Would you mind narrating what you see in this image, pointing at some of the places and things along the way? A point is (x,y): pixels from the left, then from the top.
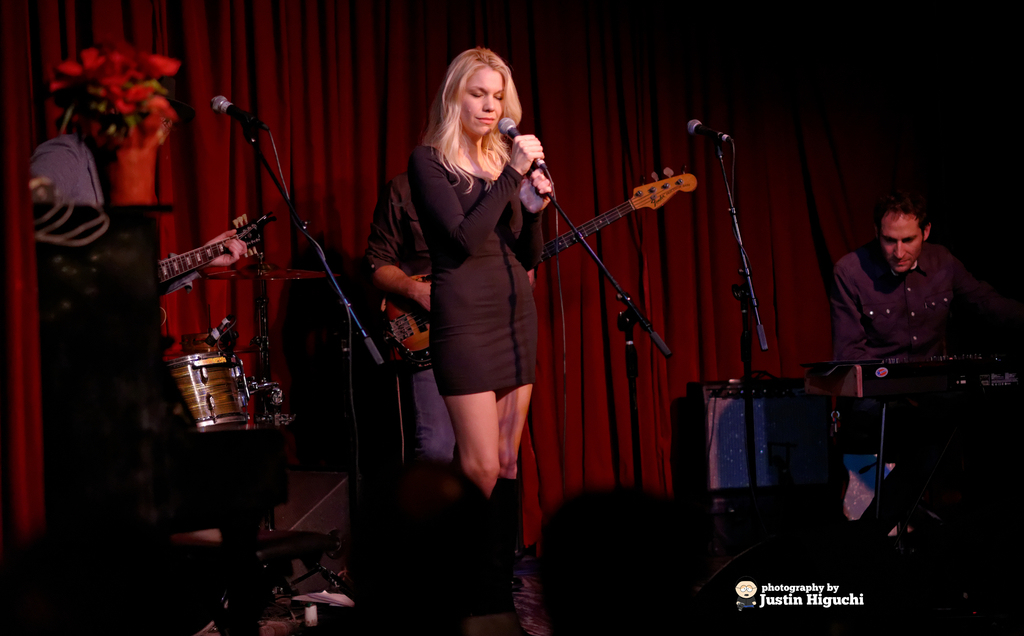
This is a picture on a stage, The girl (487,333) standing and holding the microphone (502,124) and singing a song. Backside of the women (440,335) there is a man (419,257) holding the guitar (413,317). And there is a man (874,322) who is sitting near to the piano (916,364). This are the music instruments (239,372) the background of this people (495,304) is a red curtain (609,245).
